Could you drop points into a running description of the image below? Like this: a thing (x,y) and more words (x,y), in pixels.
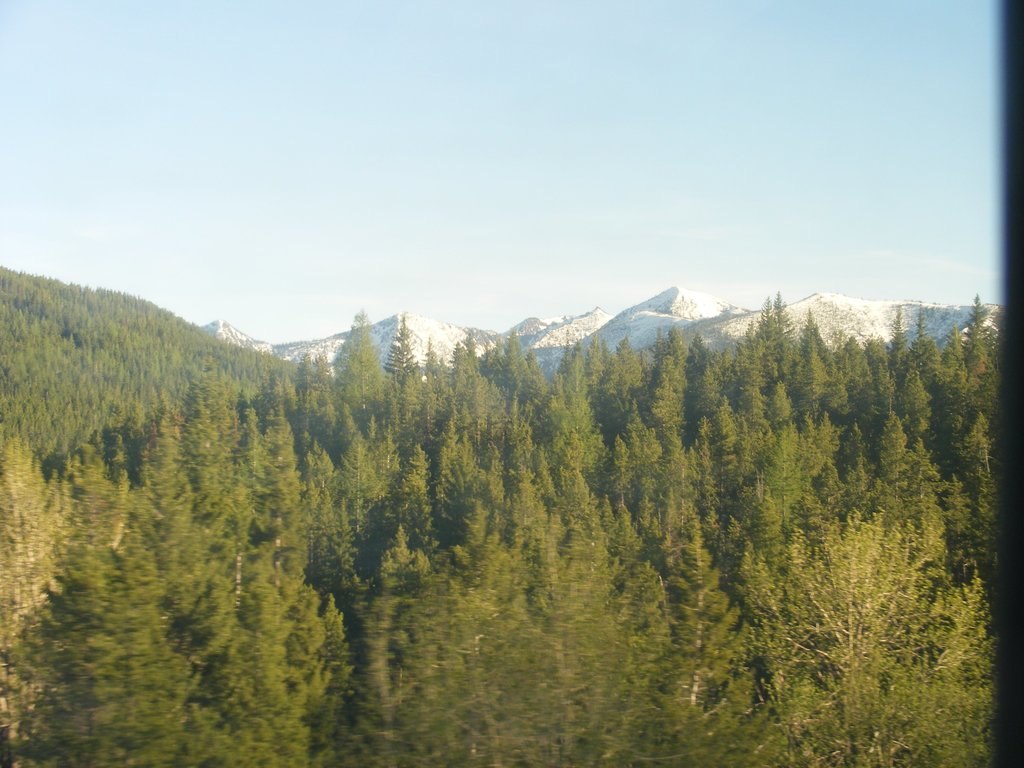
In this image we can see sky (765,143), mountains (159,377) and trees (201,499).
